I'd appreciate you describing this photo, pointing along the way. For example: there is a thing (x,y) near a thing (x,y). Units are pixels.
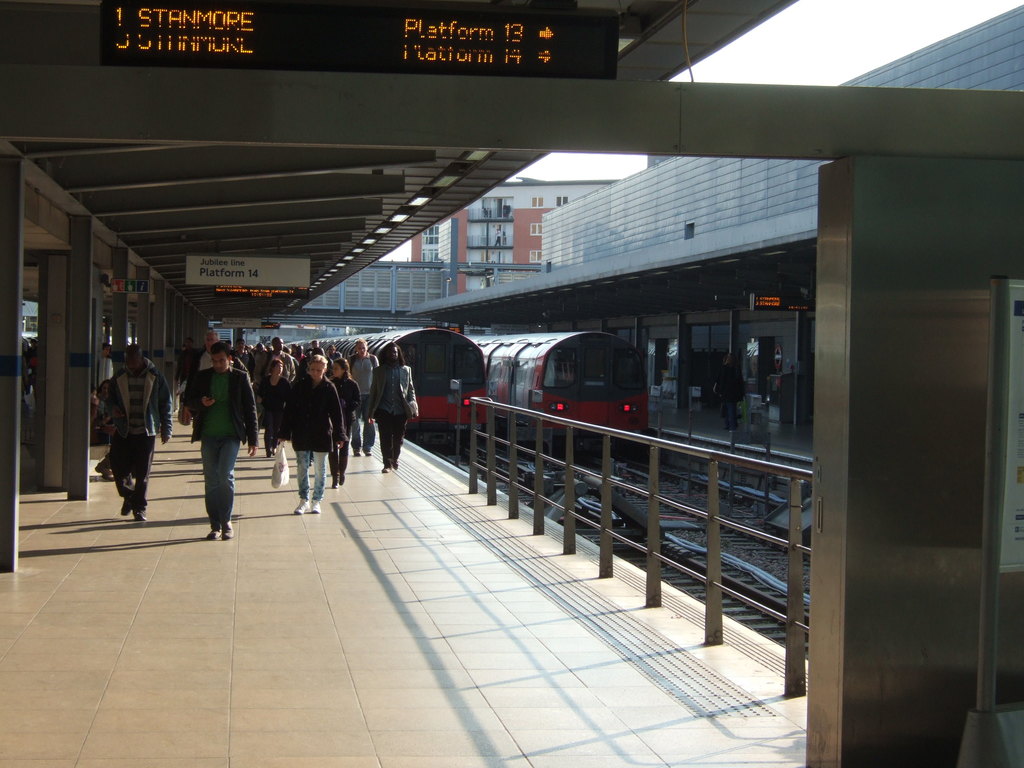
On the left side of the image (117,399) we can see persons (144,397) walking on the platform (159,511). On the right side of the image (744,586) we can see trains (445,389) on railway tracks (752,539), persons (737,367), pillars (687,382) and platform (752,410). In the background (426,293) we can see bridge (362,301), buildings (511,203) and sky (580,171).
